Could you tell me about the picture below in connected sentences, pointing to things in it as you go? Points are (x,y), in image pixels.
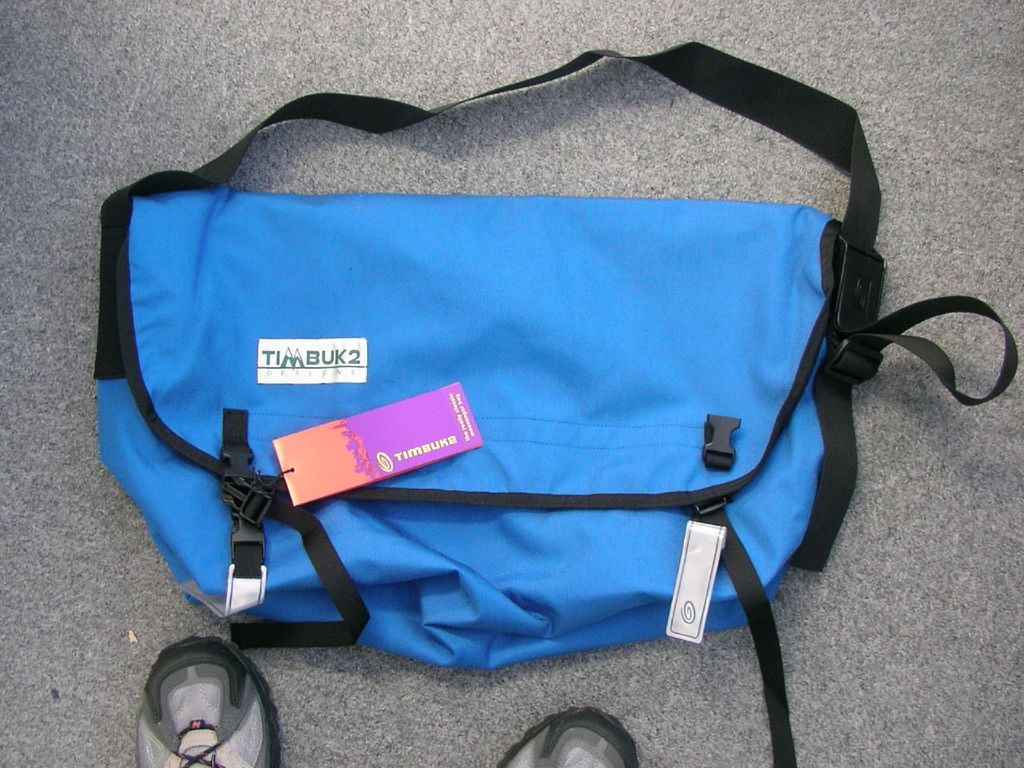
In this image, we can see a bag (528,573) with tag (341,469) is placed on the ash color surface (970,121). At the bottom (209,698), we can see footwear's (235,698).
